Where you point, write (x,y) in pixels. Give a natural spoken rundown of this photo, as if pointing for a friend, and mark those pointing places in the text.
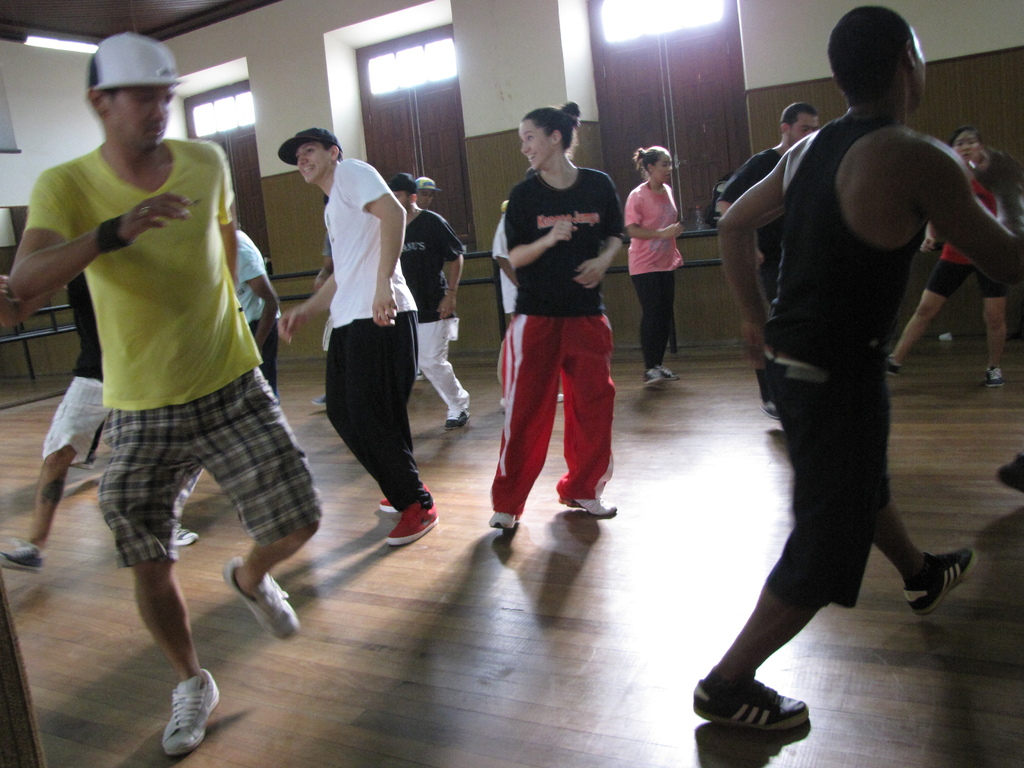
There are many people (748,216) dancing. Some are wearing caps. In the back (321,106) there are windows (606,91) and wall (742,50). On the ceiling (85,17) there is light (63,40).
